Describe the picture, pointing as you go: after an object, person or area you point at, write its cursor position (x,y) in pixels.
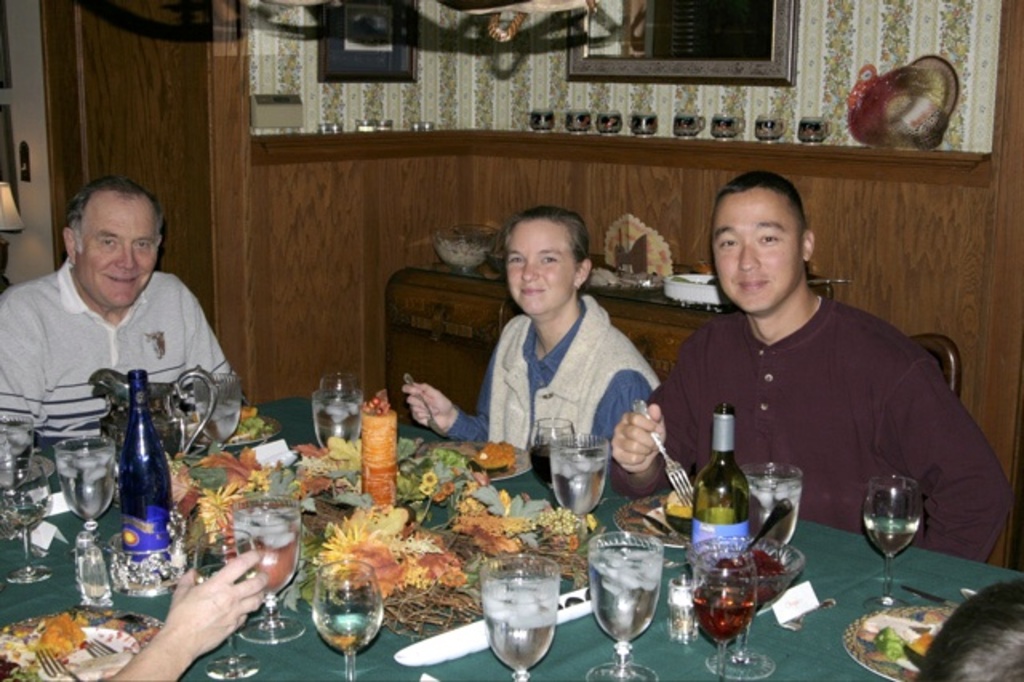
There is a group of people (618,352). They are sitting around a table (465,568). There are glasses (353,598), bottles (729,495), some flowers (450,476), plates (853,647), some food (472,464), cloth (594,637), and a jug (177,418) on the table (813,622). In the background (307,174), there is a wall (520,142).
